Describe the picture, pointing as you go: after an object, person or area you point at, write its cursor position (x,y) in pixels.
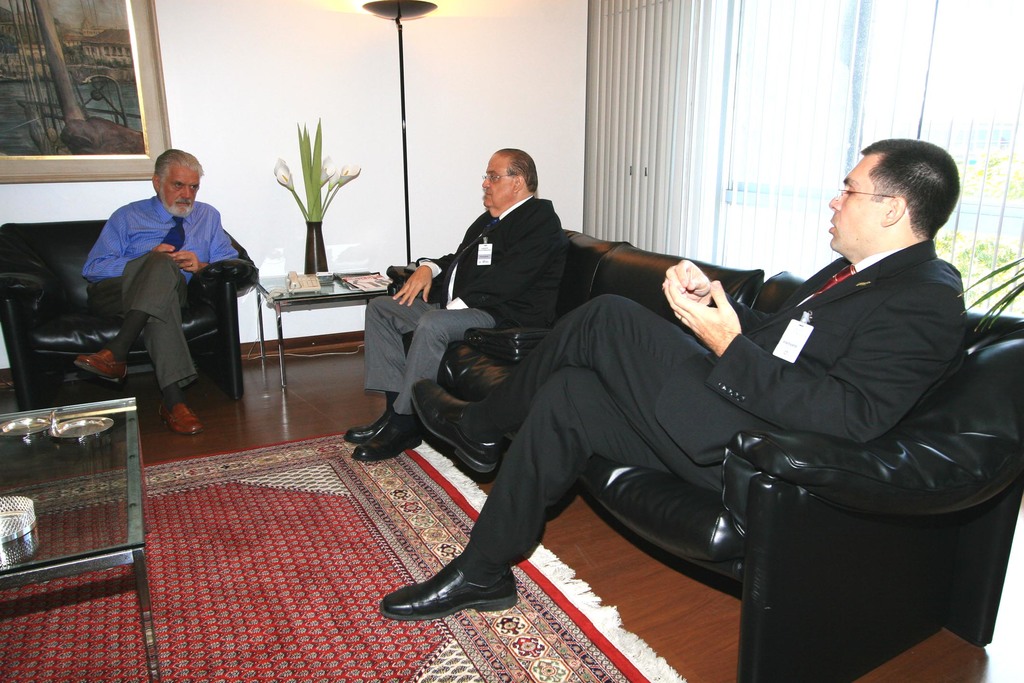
In the picture we can see a man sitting in the sofa chair (8,283) which is black in color, he is with blue shirt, tie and white beard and near him we can see two men (723,380) are sitting in the sofa (953,532), they are in blazers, ties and ID cards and on the floor (61,381) we can see a mat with some designs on it and on it we can see a glass table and some things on it and beside the man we can see a table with flower pot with some flowers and leaves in it and to the wall (111,207) we can see a photo frame (19,155) with painting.
